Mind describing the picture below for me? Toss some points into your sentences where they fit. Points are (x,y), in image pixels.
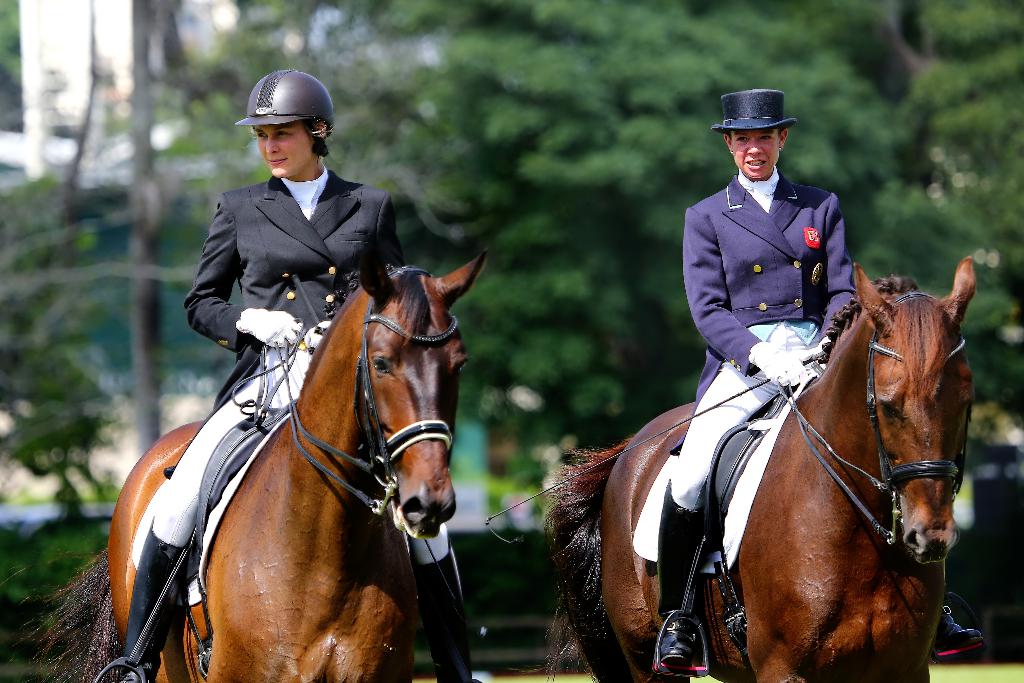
As we can see in the image there are two people (226,303) sitting on horses (419,465). The woman (685,465) on the right side (796,277) is wearing blue color jacket (736,235) and the woman (275,210) on the left side (275,210) is wearing black color jacket (307,268). In the background (444,112) there are trees (440,136).
